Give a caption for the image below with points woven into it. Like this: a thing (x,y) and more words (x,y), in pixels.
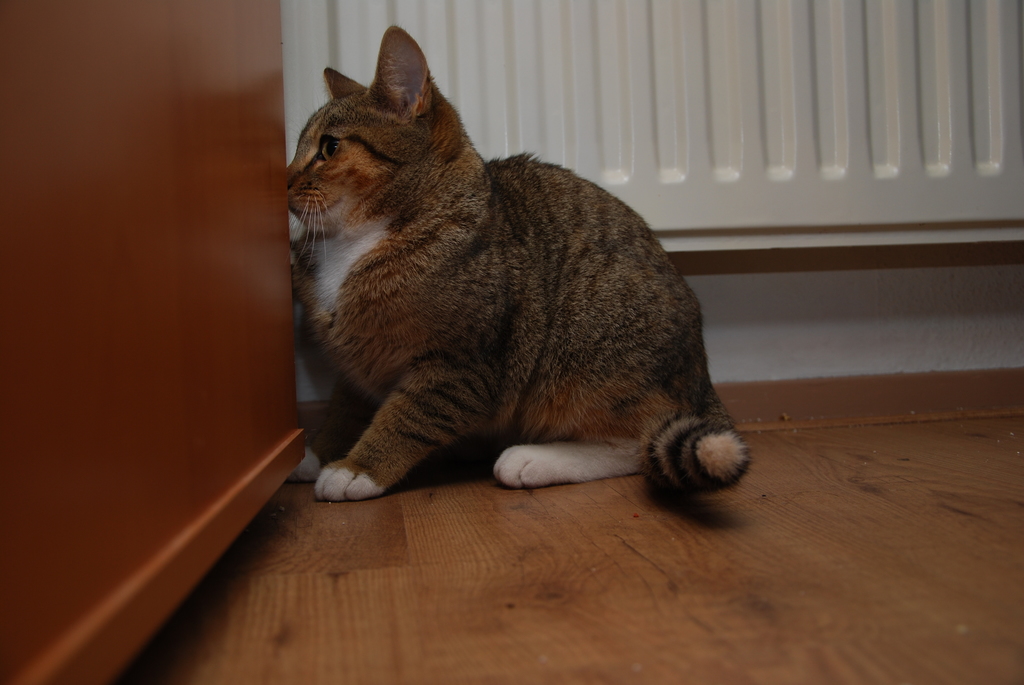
There is a cat (457,213) in brown and white color combination sitting on the wooden floor (507,516) near a wooden cupboard (103,306). In the background (363,60), there is a white wall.
